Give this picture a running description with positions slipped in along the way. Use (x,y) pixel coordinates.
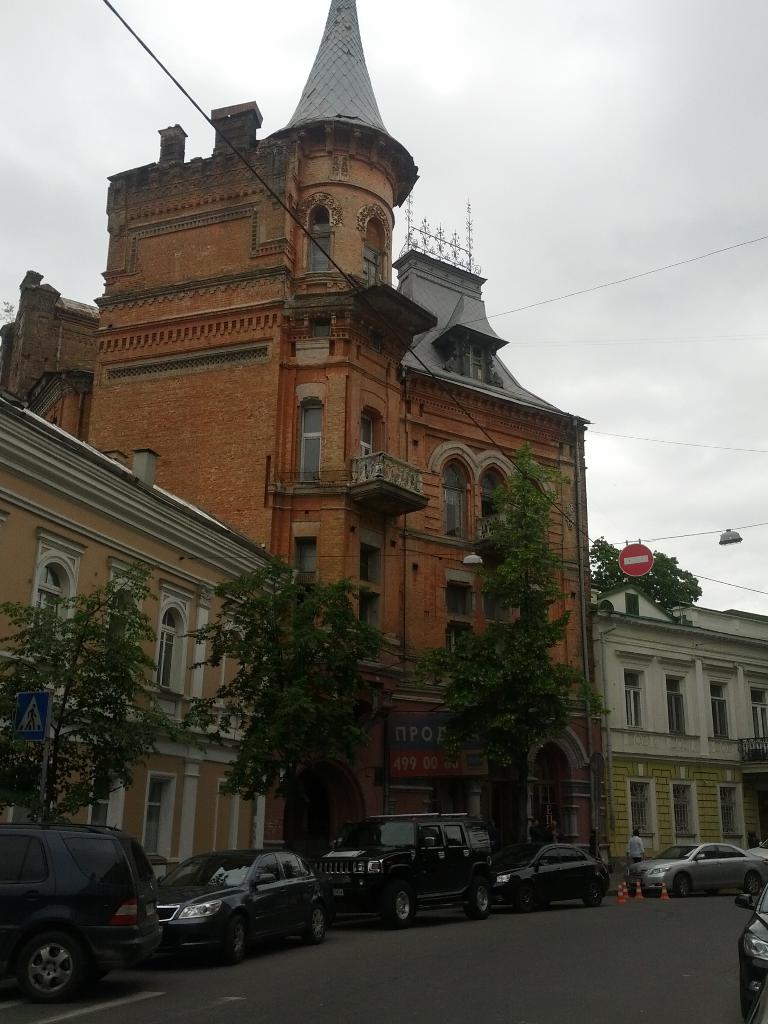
In this image there is a road (555,934) on which there are cars (26,973) in the line. In the background (415,523) there is a building (451,404). At the top (619,112) there is a sky (619,112). There are trees (491,701) on the footpath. At the top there are wires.
